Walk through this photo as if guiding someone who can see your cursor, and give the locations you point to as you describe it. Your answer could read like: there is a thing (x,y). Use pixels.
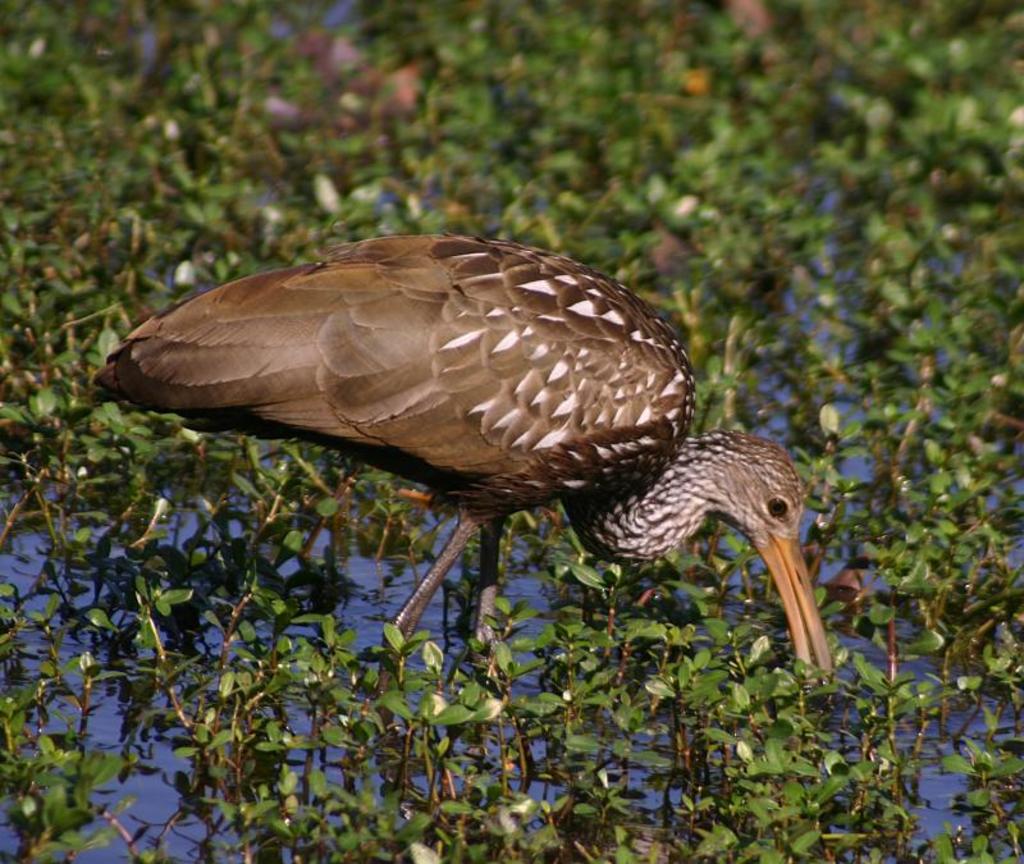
In this image there is a bird (493,639) in the water loving plants (347,835). Plants (102,342) are having leaves (205,100).
